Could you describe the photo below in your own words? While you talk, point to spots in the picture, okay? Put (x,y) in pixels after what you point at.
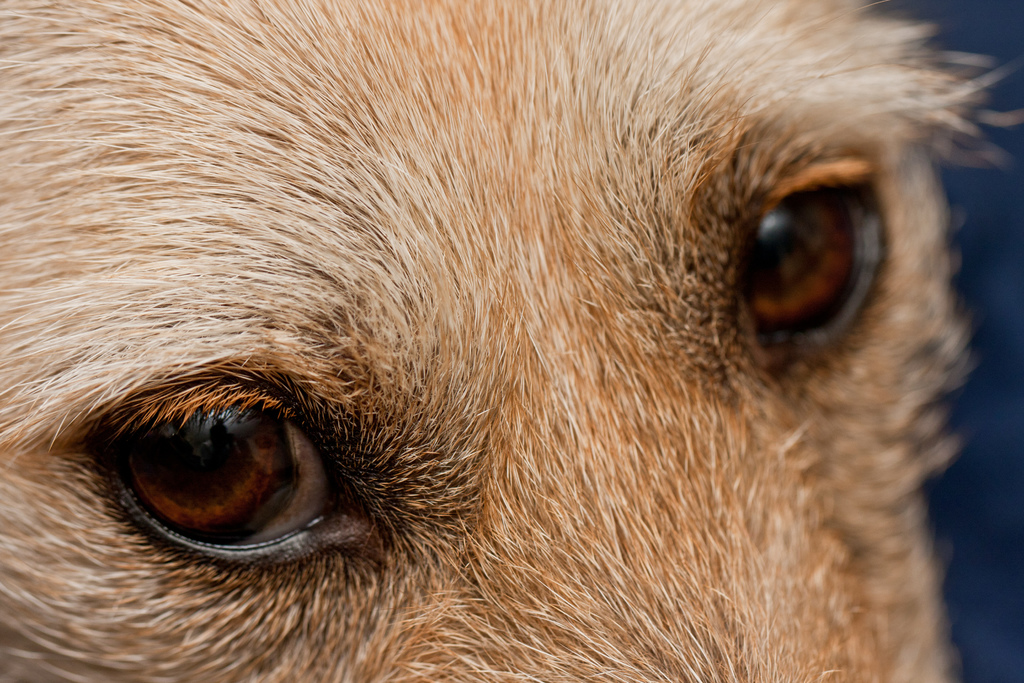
In this picture we can see the close view of the brown color dog (472,398) looking into the camera.
